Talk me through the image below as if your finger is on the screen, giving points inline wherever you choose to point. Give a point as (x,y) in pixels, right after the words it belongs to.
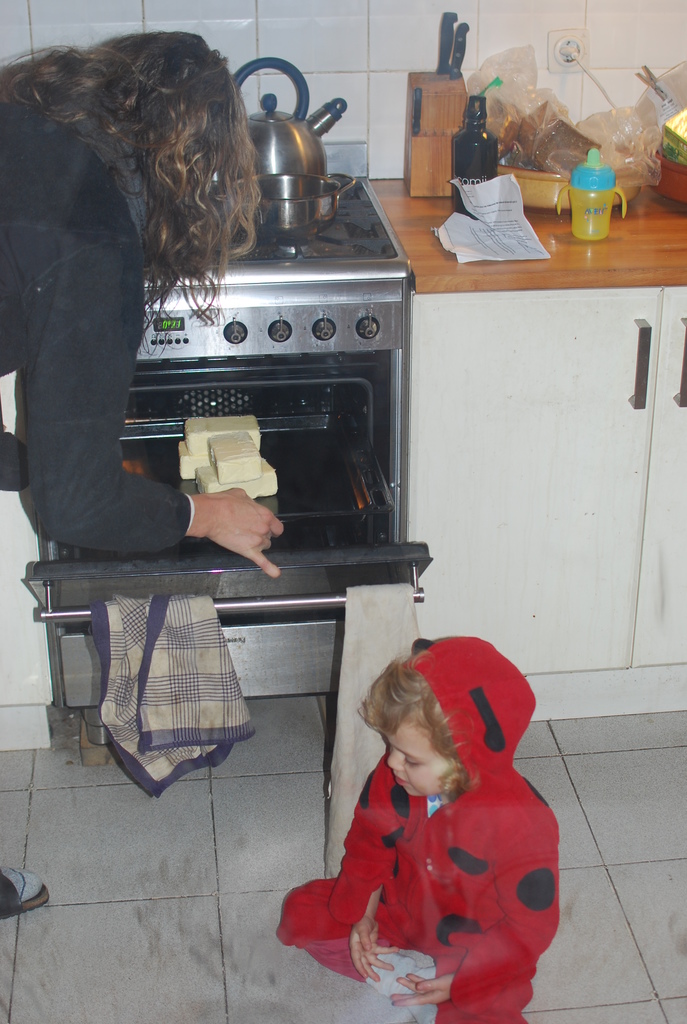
In this image we can see a boy (467,745) is sitting on the floor (655,843). He is wearing red color dress (461,818). In the middle of the image (317,426) we can see a cupboard (452,350), countertop (618,235), stove (235,264), oven (342,314) and cloth (182,671). On the countertop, knife (440,49) bottle (486,137), bowls (531,169) and things (622,135) are there. Left side of the image (57,263), one lady (62,212) is there. She is wearing black color dress (82,287) and keeping some food item (238,483) in the oven (307,422). On the stove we can see the pan (297,200) and kettle (289,154). At the top of the image (270,18) we can see tiled walls (313,37).
